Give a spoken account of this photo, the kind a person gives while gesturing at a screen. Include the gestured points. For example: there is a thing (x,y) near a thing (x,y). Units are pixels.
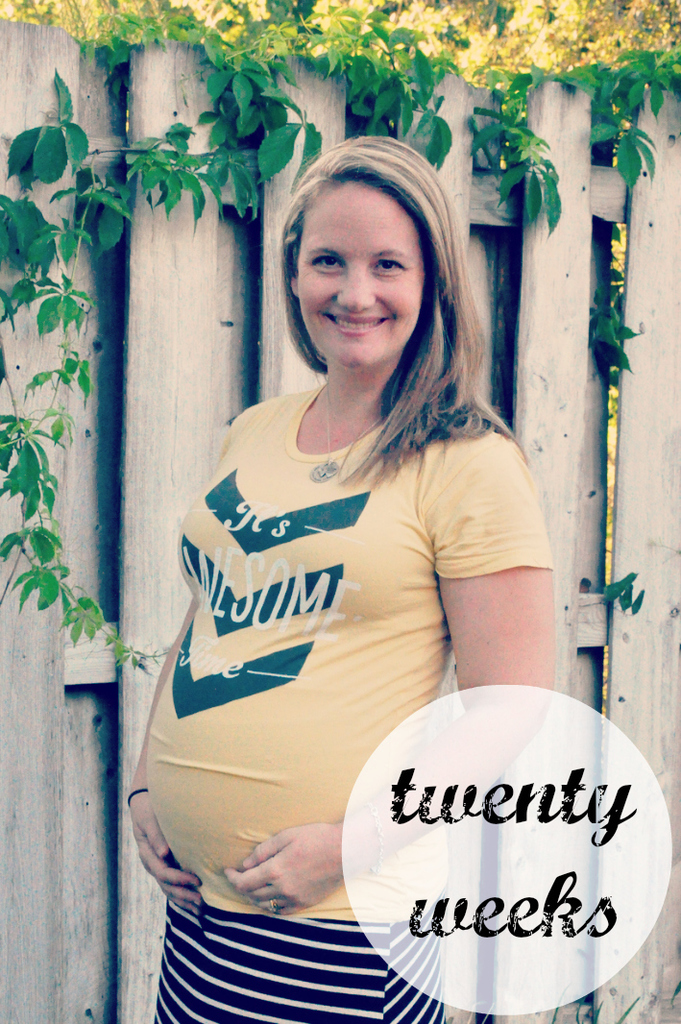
In the picture I can see a woman (288,736) wearing a yellow color T-shirt (353,613) and there is a smile on her face (380,211). I can see the wooden fencing (215,266) and there are green leaves (76,140) at the top of the picture (68,145).
